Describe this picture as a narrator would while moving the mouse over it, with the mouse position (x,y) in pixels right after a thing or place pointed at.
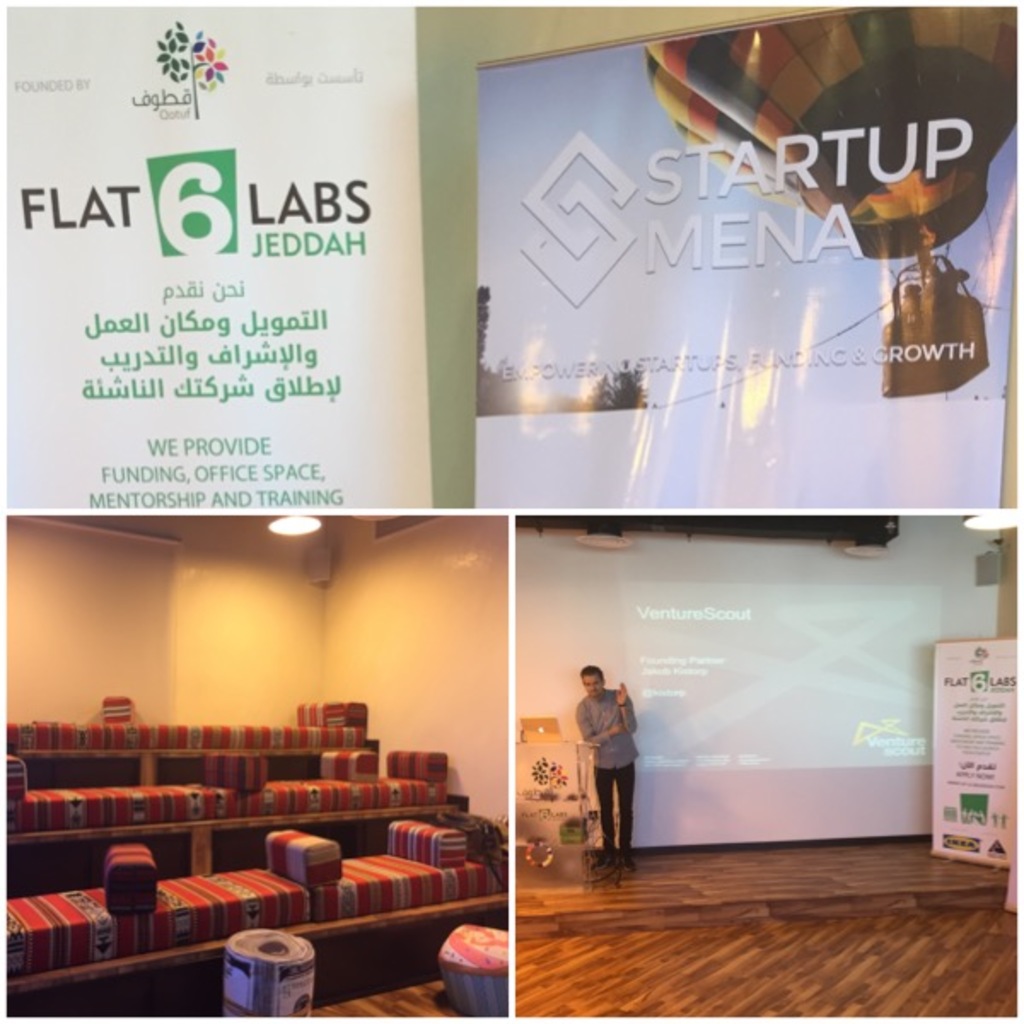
As we can see in the image there are banners (631,105), screen (783,618), sofas (76,919), wall (379,559) and a person (622,781) standing over here.
